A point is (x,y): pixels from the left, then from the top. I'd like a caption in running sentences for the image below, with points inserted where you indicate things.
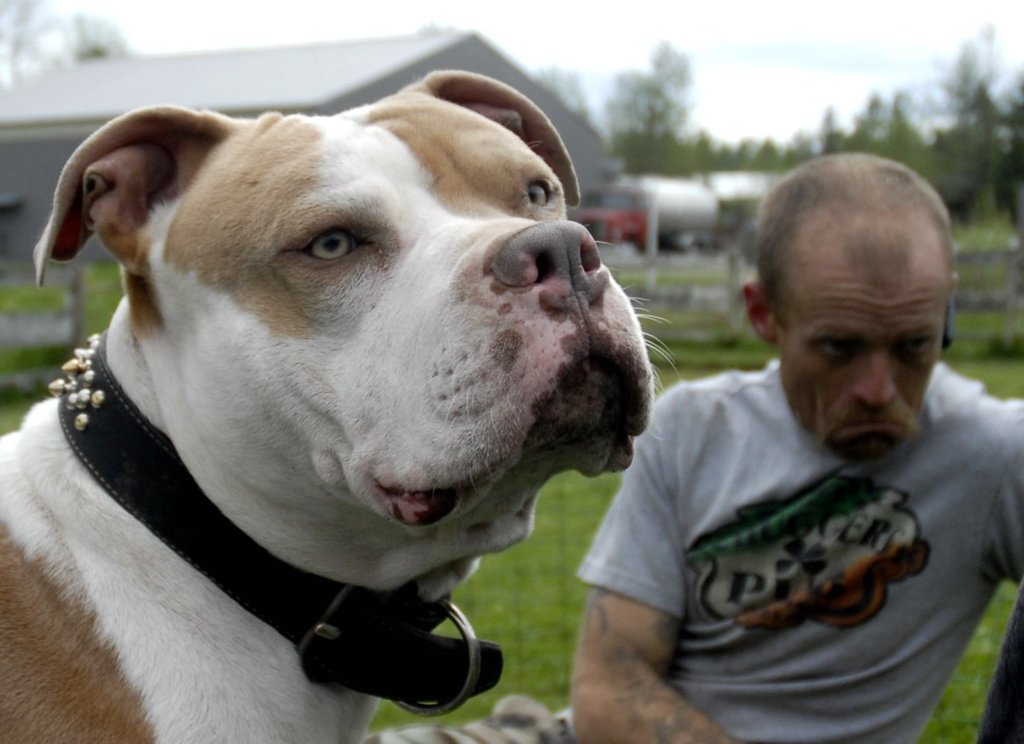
In the picture I can see a dog (533,482) on the left side (247,521). I can see a man (906,559) on the right side (799,528) and he is wearing a T-shirt (922,524). In the background (393,65), I can see the house (591,172) and trees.
